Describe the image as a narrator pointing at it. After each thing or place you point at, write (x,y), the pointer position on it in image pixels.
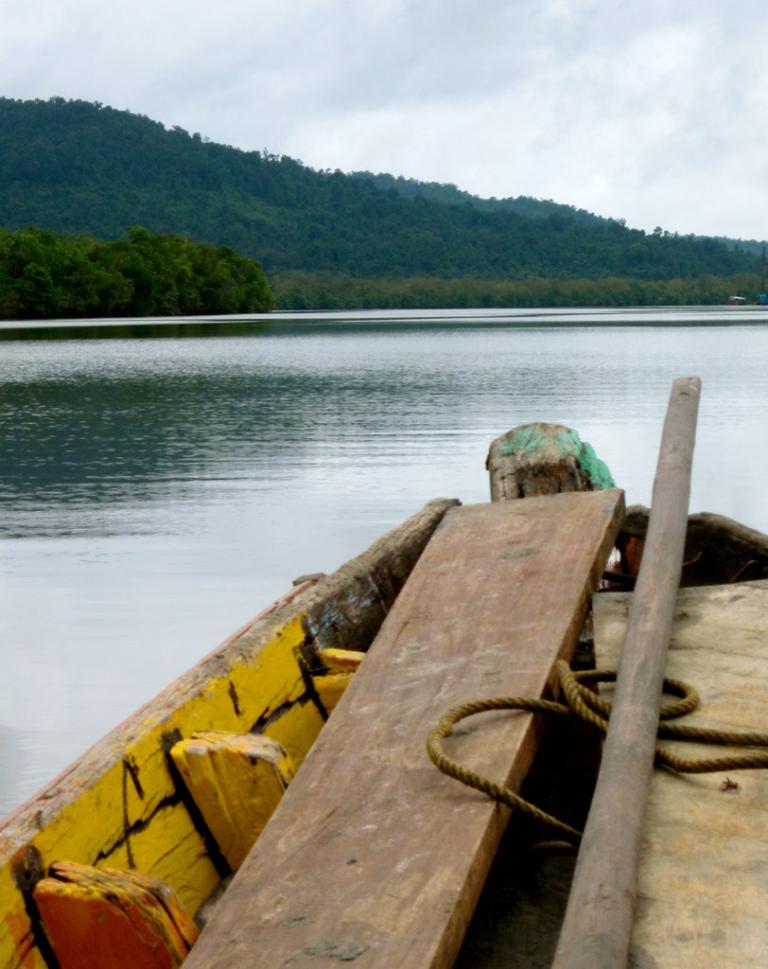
In this image I can see the boat (12,922) and I can see few wooden objects (327,766) and the rope (586,692) in the boat (586,763). I can also see few trees (476,298) and the water (382,327). The sky (438,159) is in blue and white color.
